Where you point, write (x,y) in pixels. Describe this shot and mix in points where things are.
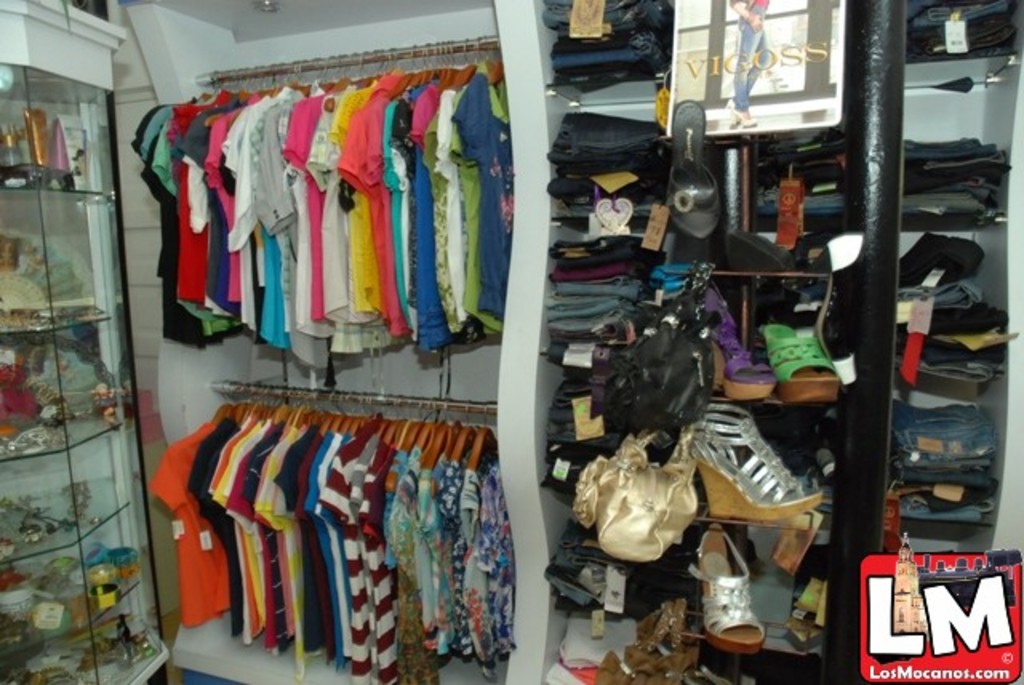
In this image there are clothes (371,289) on the hangers (328,406), besides that there are shoes (818,325), clothes (638,179) and some other objects (637,336) in the racks (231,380). On the left side of the image (57,252) there is a glass display (83,318) with some objects (68,409) inside them. At the bottom of the image (893,641) there is a logo (862,616). At the top of the image (781,99) there is a poster (794,94) and a lamp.
